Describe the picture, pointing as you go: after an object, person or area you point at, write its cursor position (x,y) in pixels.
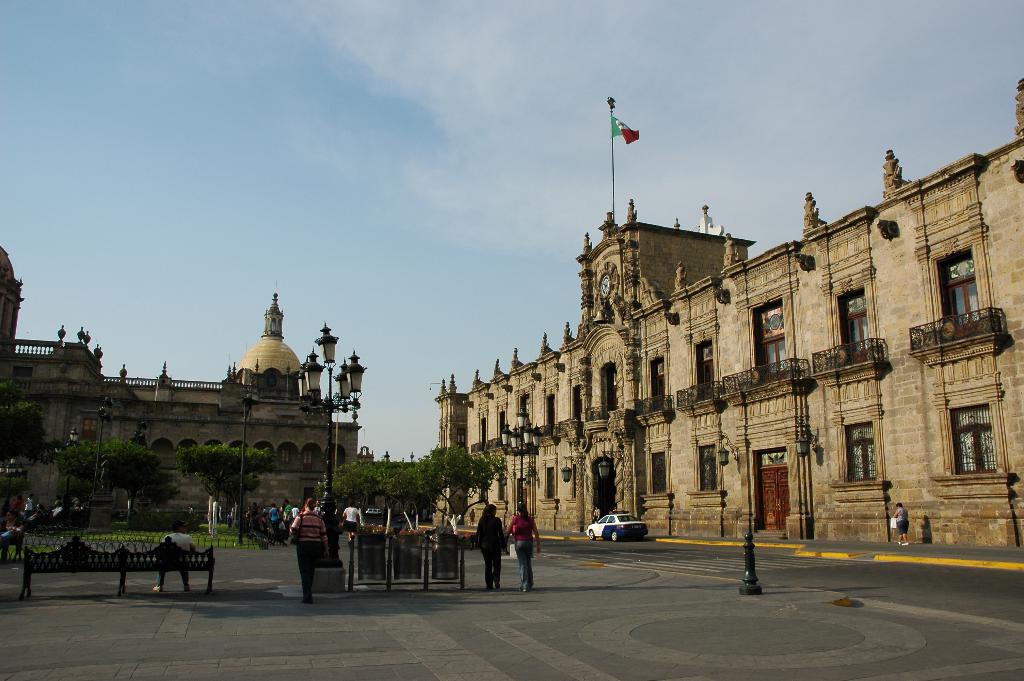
This image is taken outdoors. At the top of the image (249,142) there is the sky (402,148) with clouds (653,75). At the bottom of the image (495,627) there is a road (597,634). In the background (220,428) there are a few buildings (252,431). There is a dome (278,343). There are a few carvings (83,330) on the walls (250,424). There are a few trees (124,466). There are a few poles (334,433) with street lights (318,385). A few people (265,514) are walking on the road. On the left side of the image (167,560) people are sitting on the benches (108,558). There are three bins (407,562). On the right side of the image (781,419) there is a building (657,404) with walls (807,344), windows (757,330), doors (763,493) and a roof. There are a few sculptures (614,224) and carvings (704,302) and there is a flag (620,125). A car (614,519) is parked on the road (674,572) and a person (897,507) is walking on the sidewalk (886,551).
